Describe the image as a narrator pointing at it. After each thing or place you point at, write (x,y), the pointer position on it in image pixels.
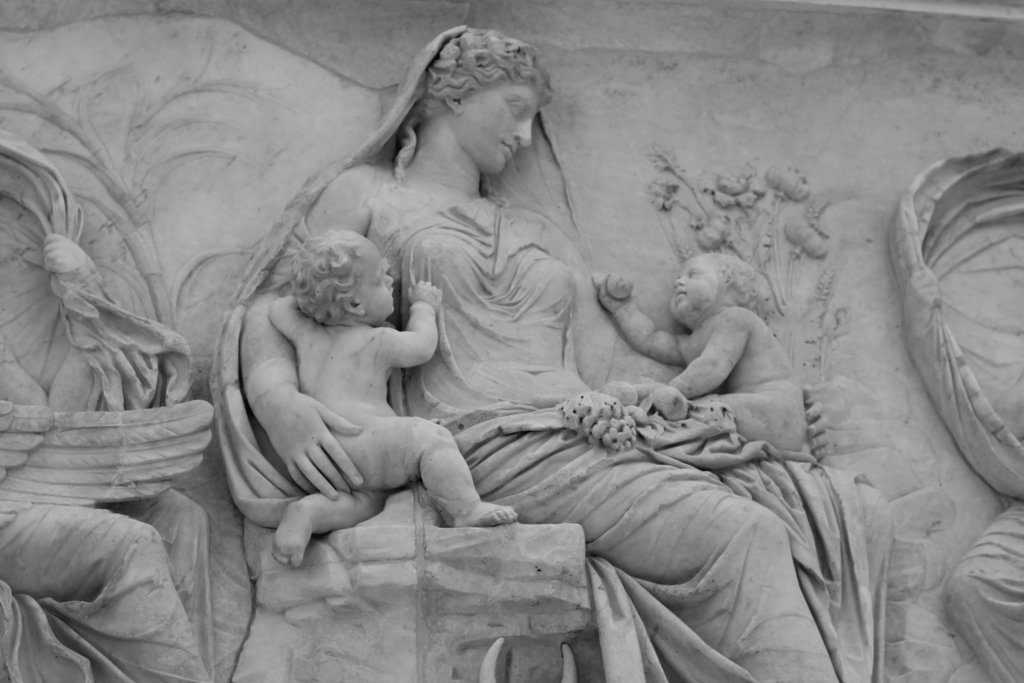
In this image we can see the sculpture (486,330).
